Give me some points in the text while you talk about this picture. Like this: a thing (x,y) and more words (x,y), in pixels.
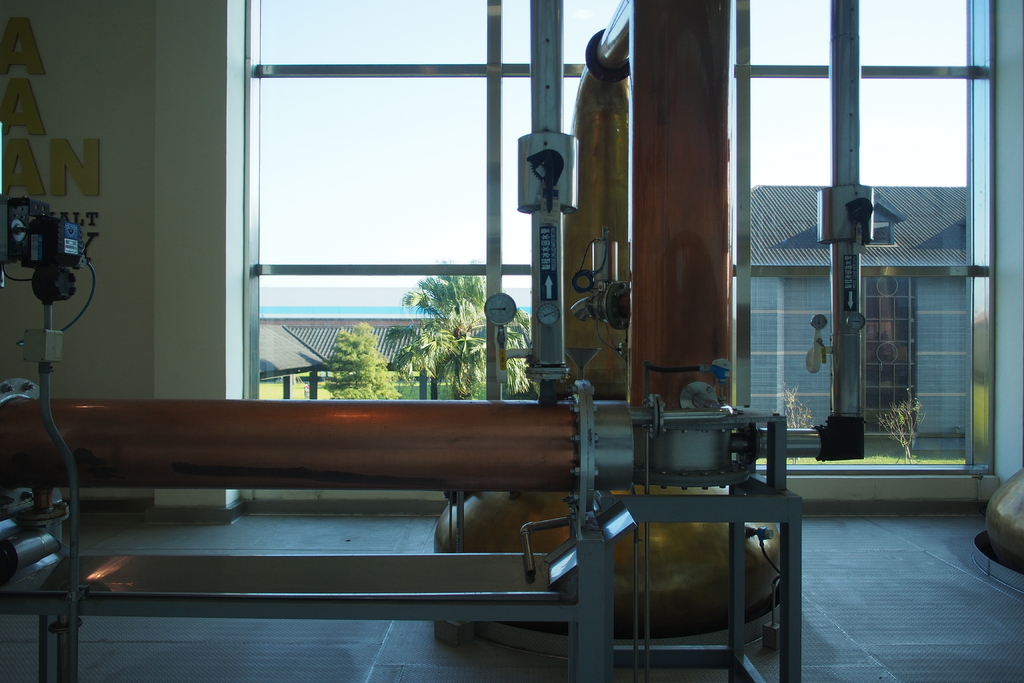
This is an inside view of a room (250,502). Here I can see few electronic devices (439,445) are placed on the floor (271,649). In the background (774,361) there is a window (337,224) and wall (140,190). Through the window (404,171) we can see the outside view. In the outside, I can see few buildings (334,316) and trees (376,350). At the top (369,95) I can see the sky (340,39).
